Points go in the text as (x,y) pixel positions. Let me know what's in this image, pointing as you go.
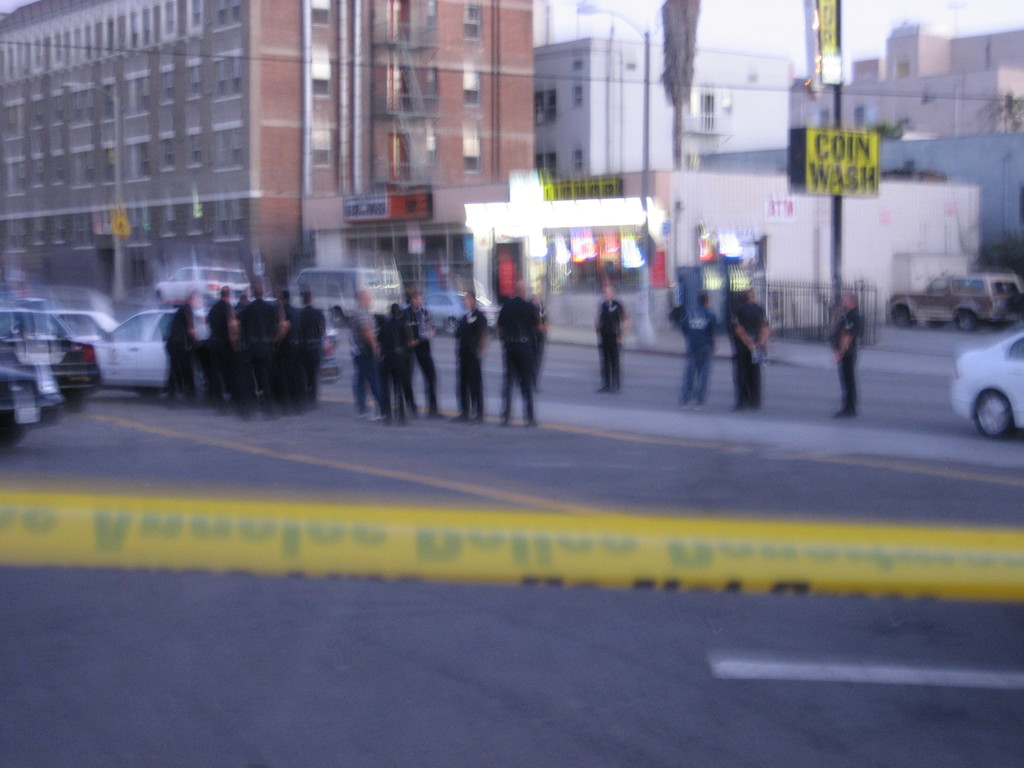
This is an outdoor picture. On the background of the picture (416,140) we can see huge buildings (499,126). This is the store (555,237) and there are few vehicles (50,342) on the road (975,345) and here we can see few policemen (395,393) standing on the road (321,390). This is the pole (118,143) and in front of the picture we can see some yellow caution sign of rope (531,557).
